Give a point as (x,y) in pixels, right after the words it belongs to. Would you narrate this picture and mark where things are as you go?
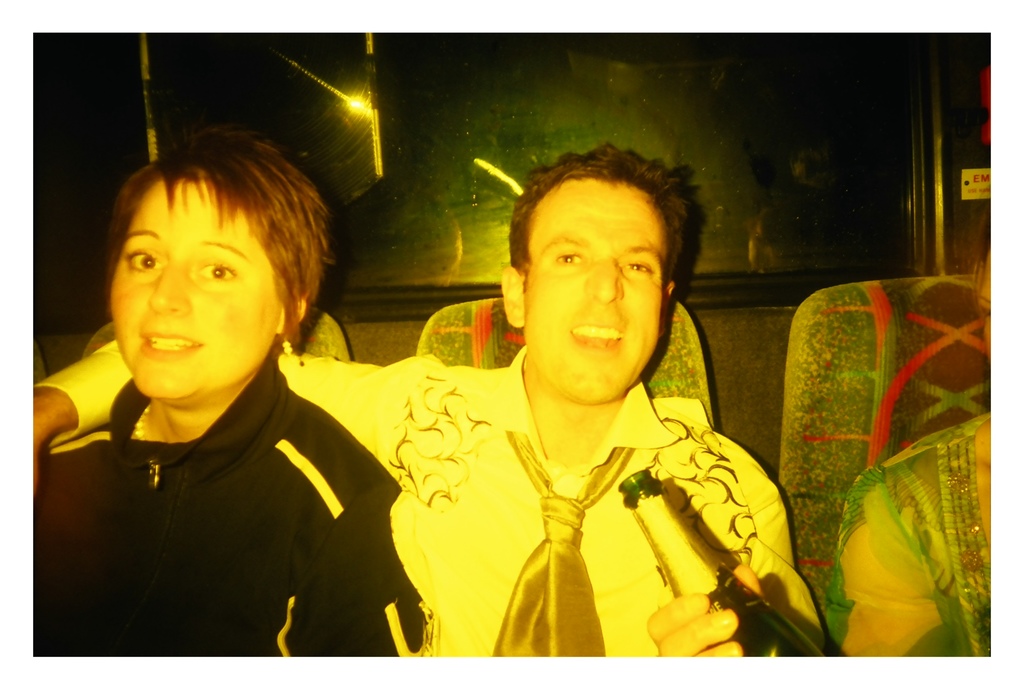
In this image there are three people (613,517) sitting on their chairs (835,440), behind them there is a wall (740,345) with glass window (625,142).
